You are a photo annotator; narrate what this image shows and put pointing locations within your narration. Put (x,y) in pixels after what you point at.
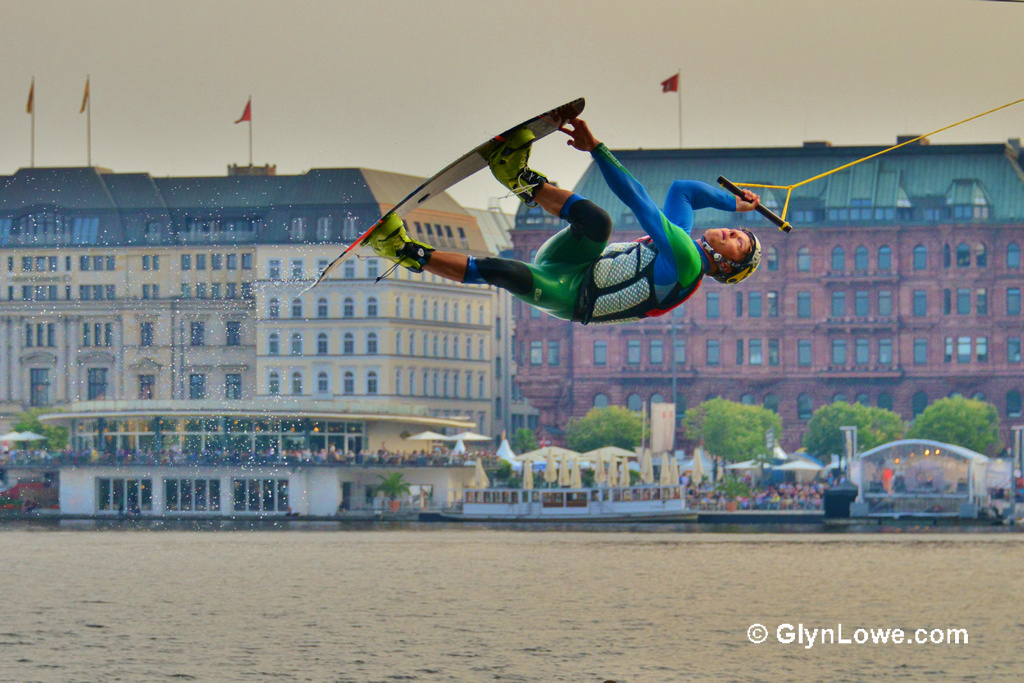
In the foreground of this picture (567,131), there is a man (670,309) surfing and he is in the air holding rope (770,187) in his hand (750,209). In the background (788,318), there are buildings (786,353), water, flags (660,415), umbrellas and the sky (317,74).
